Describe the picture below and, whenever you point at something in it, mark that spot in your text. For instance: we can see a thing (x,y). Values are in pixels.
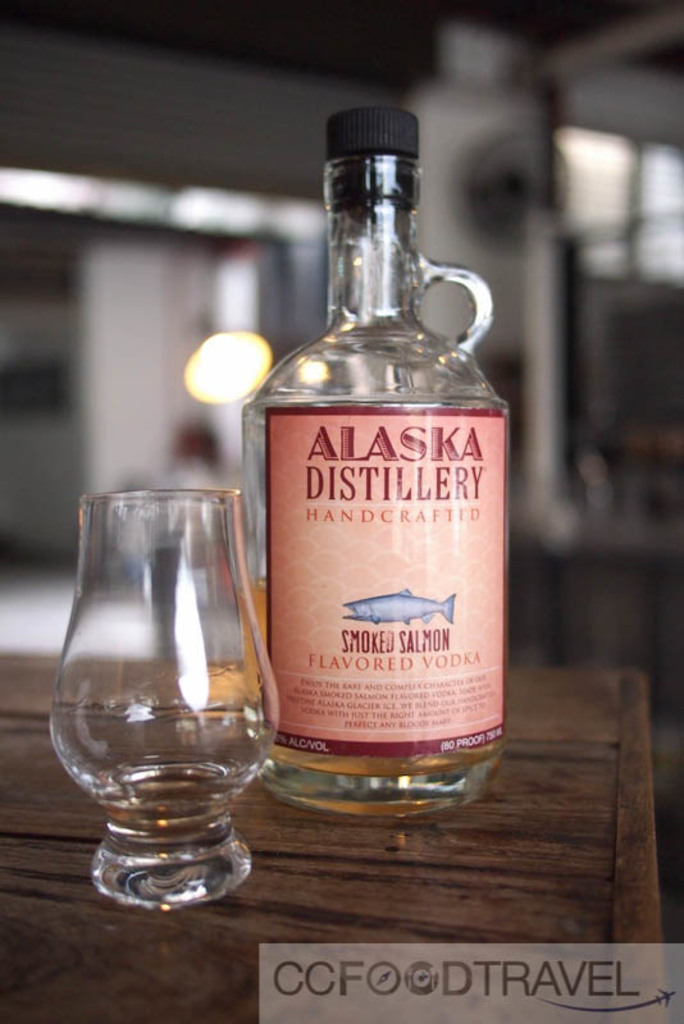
This is a picture of a bottle (352,699) and a glass (77,591) on the table (422,875) and on the bottle (432,476) it is written as alaska distillery handcrafted smoked salmon flavored vodka and the lid (390,122) is in black color.
